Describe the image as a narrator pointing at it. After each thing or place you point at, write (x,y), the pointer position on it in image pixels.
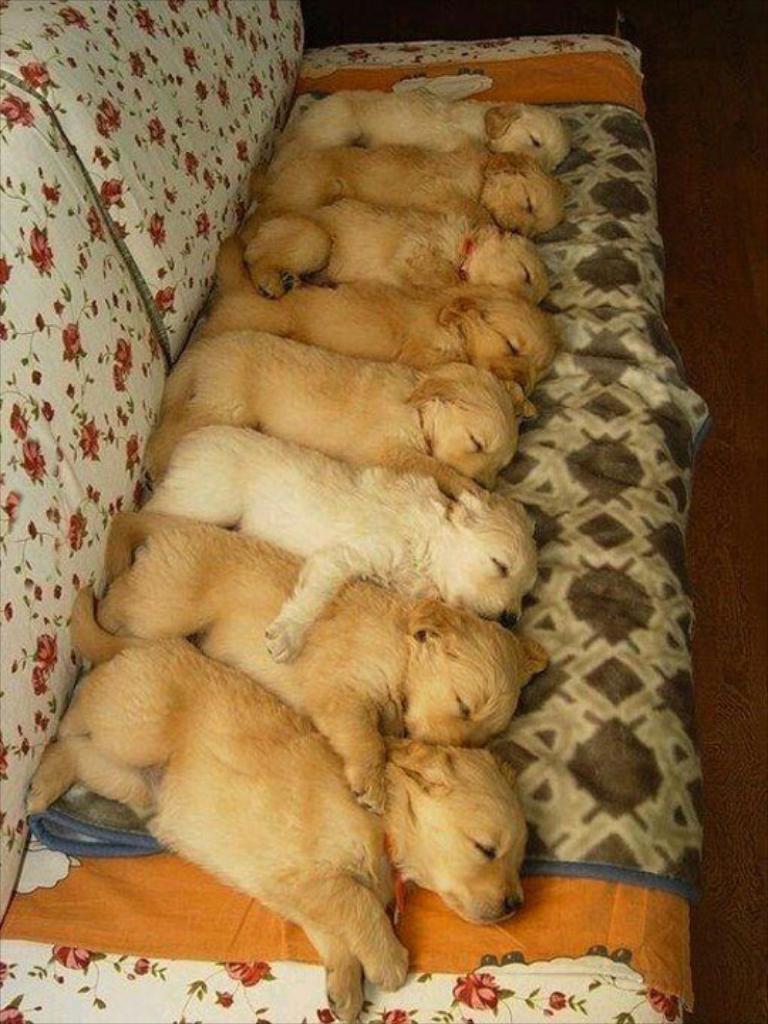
In this image, we can see some puppies (310,128) sleeping on the sofa (58,354).
